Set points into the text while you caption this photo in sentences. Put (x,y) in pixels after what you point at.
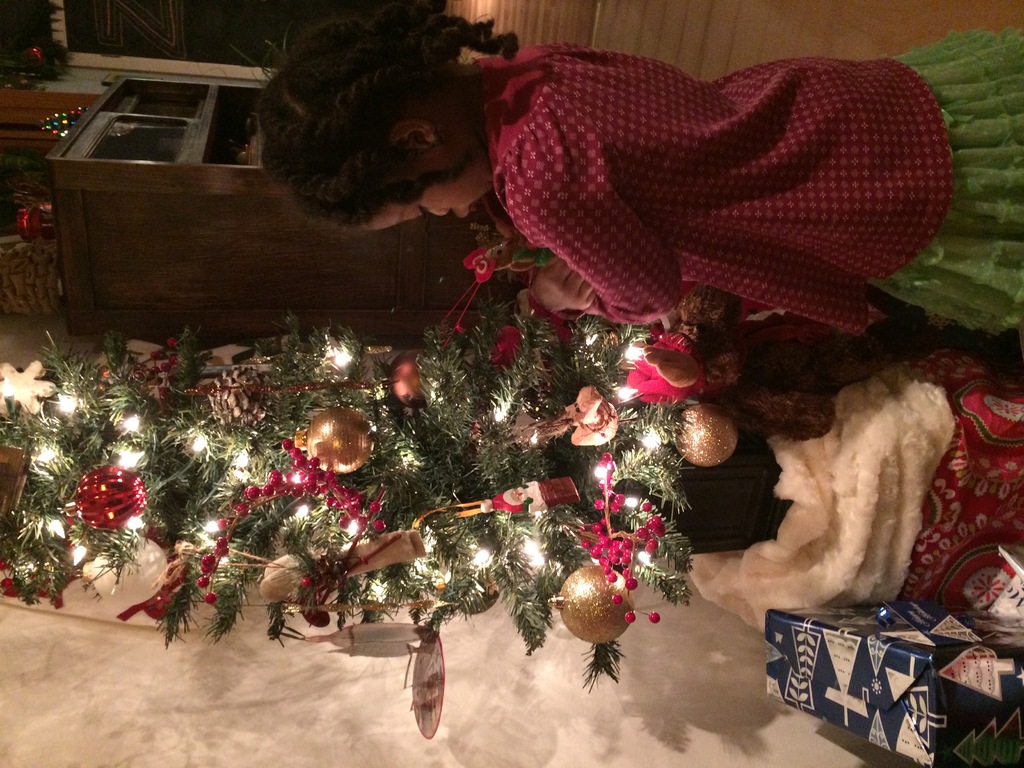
In this image I can see a girl (702,173) wearing red and green colored dress (789,182) is standing and holding few objects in her hand (571,301). I can see a tree (456,406) which is green in color, few decorative items (355,431) which are gold and red in color to a tree (135,469) and few lights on a tree (468,468). I can see a blue colored box (859,660), few other object (878,531) which are cream and red in color beside the tree (477,406). In the background (230,250) I can see few trees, a brown colored cabinet (233,227) and few other objects (108,19).
